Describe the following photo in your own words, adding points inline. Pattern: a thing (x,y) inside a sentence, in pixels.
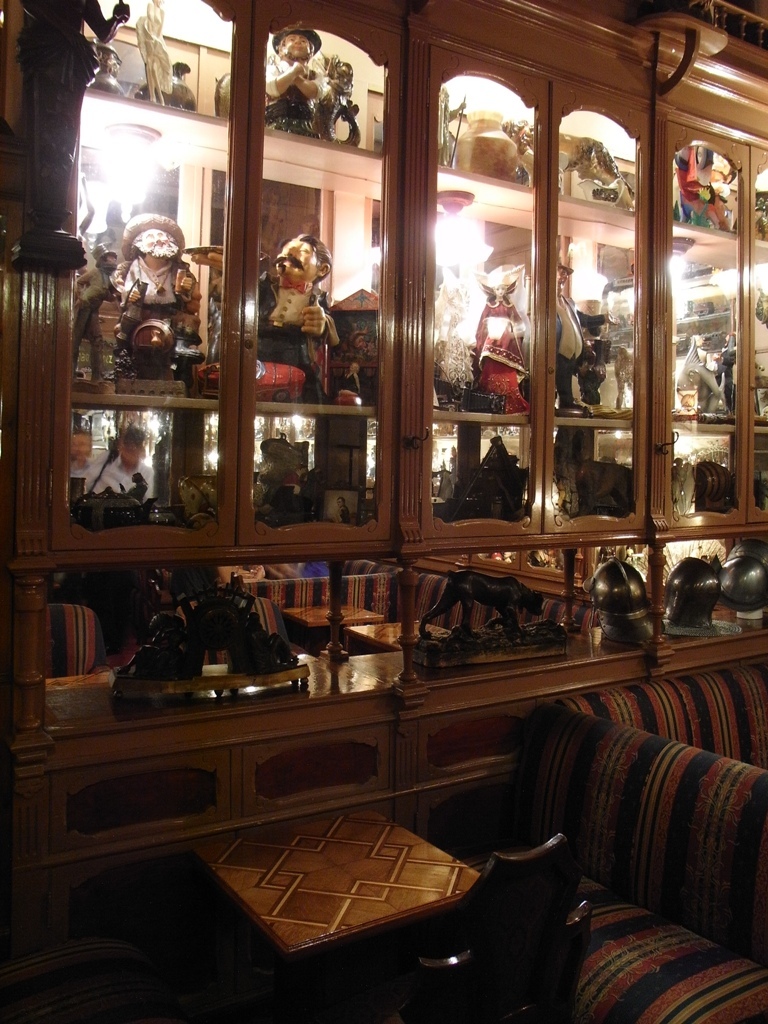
Here we can see a table (321,836) and couch (620,743) and a rack (638,650) full of toys (456,389) present.
